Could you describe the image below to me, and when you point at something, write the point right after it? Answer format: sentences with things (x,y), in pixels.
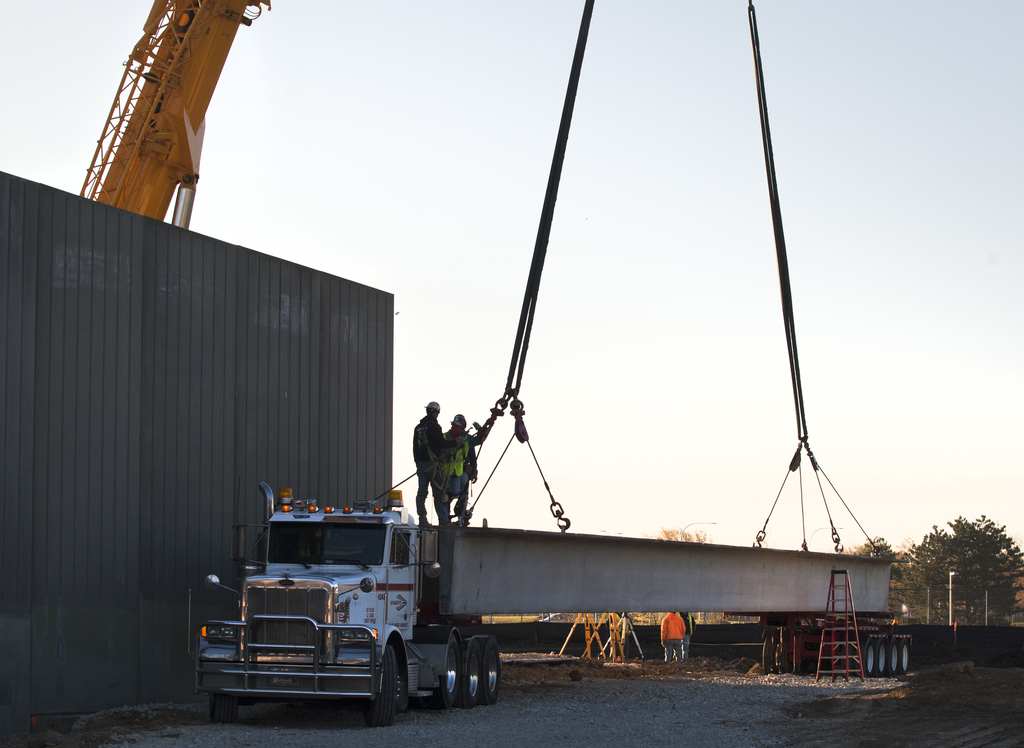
In this image we can see the crane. And we can see the people (442,437). And we can see the metal sheet (252,355). And we can see the trees (921,580) and the sky (464,132).
